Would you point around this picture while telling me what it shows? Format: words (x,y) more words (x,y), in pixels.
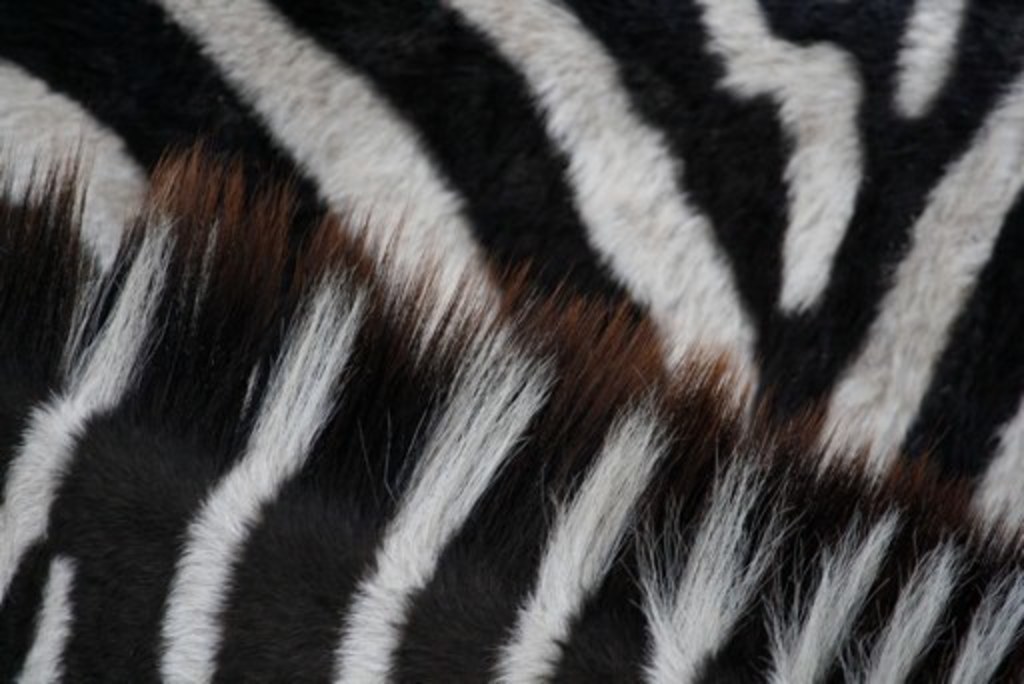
Here in this picture we can see close up view of the hair (263,206) present on the skin (369,162) of the Zebra (335,410) over there.
